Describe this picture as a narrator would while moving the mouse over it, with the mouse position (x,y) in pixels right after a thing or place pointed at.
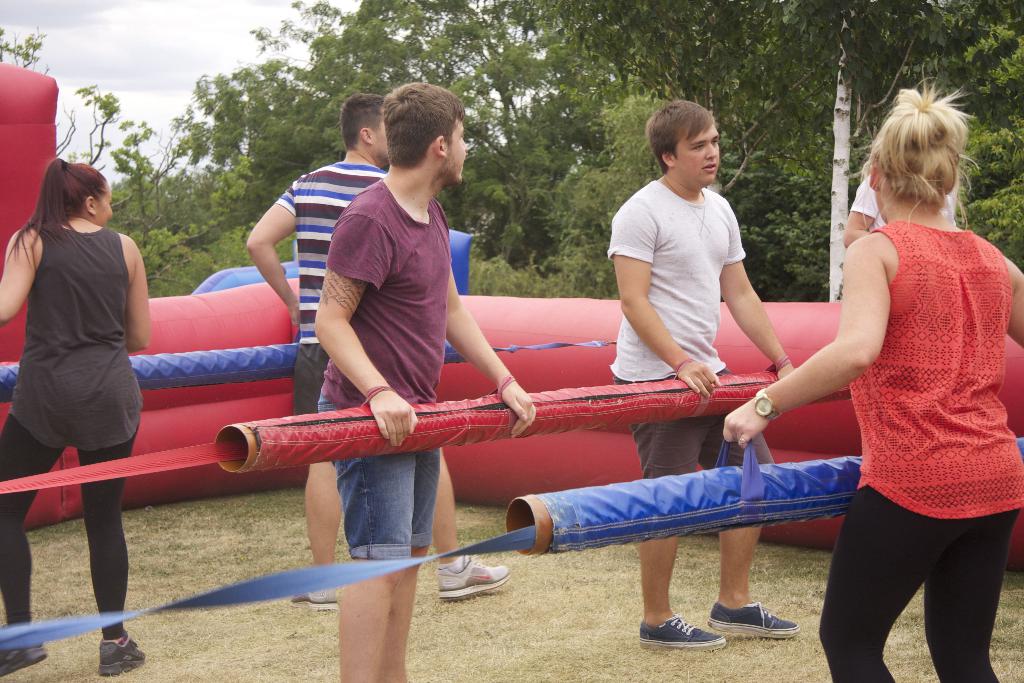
In this picture I can see group of people (989,419) standing and holding cylindrical shaped objects (729,505), there is an inflatable object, there are trees (200,150), and in the background (184,51) there is sky (151,6).
